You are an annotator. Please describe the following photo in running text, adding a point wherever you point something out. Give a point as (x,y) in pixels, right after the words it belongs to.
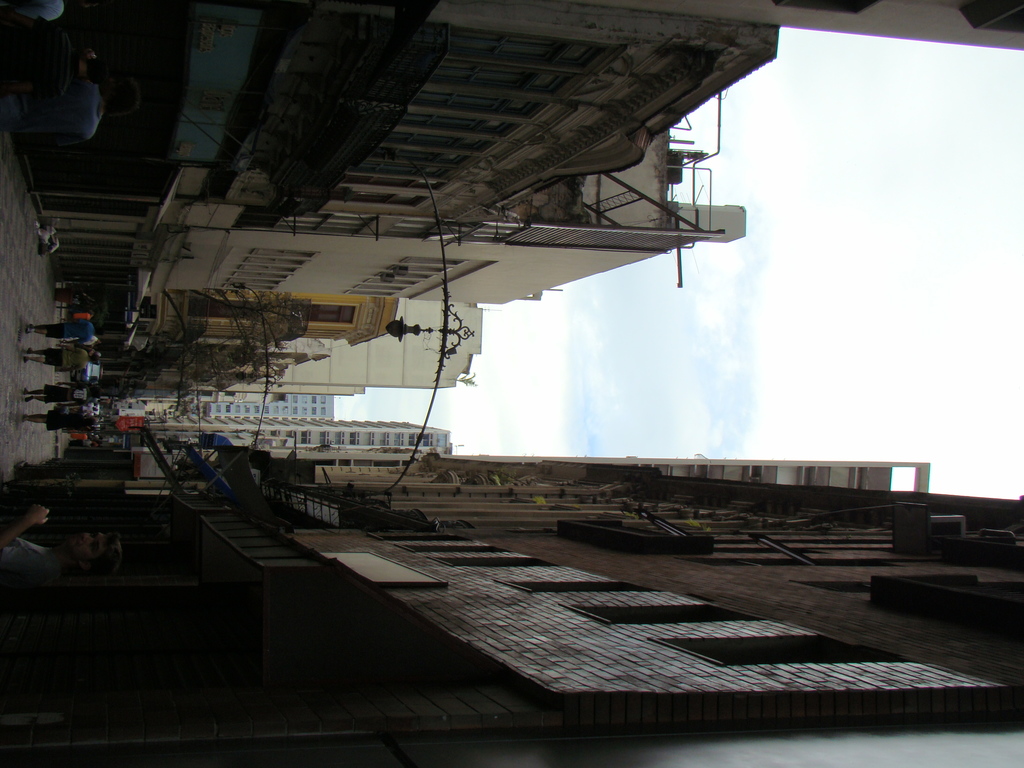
In this image in the middle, there are some people (89,401), lights (436,389) and floor (25,375). At the bottom (530,594) there are buildings (331,584). At the top (397,151) there are buildings (414,267). On the right (799,373) there are sky (648,343) and clouds (845,359).
